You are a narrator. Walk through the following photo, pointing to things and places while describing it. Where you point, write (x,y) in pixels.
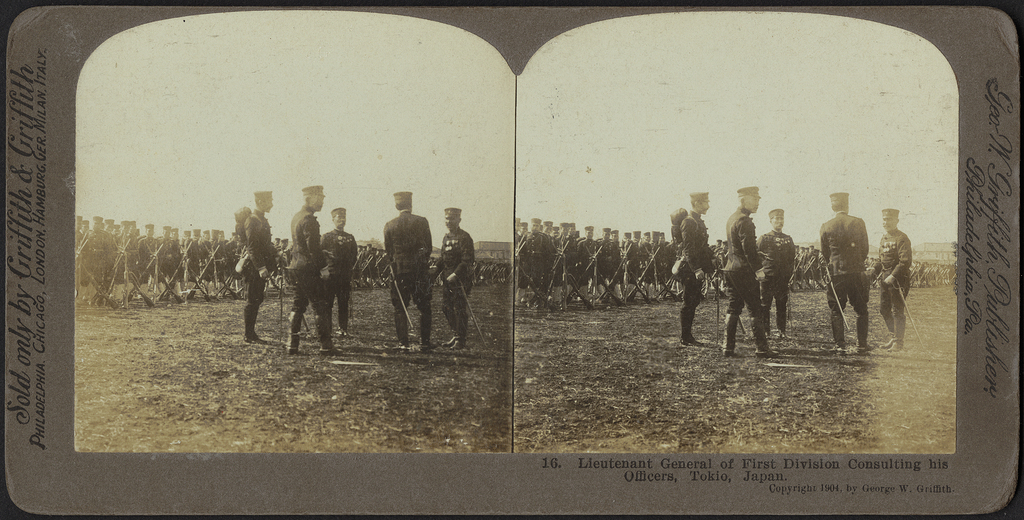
In this picture there is a old collage photograph of the military group (749,217) standing in the front (698,253). Behind there are many soldier (532,263) standing with guns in the background (623,272).
